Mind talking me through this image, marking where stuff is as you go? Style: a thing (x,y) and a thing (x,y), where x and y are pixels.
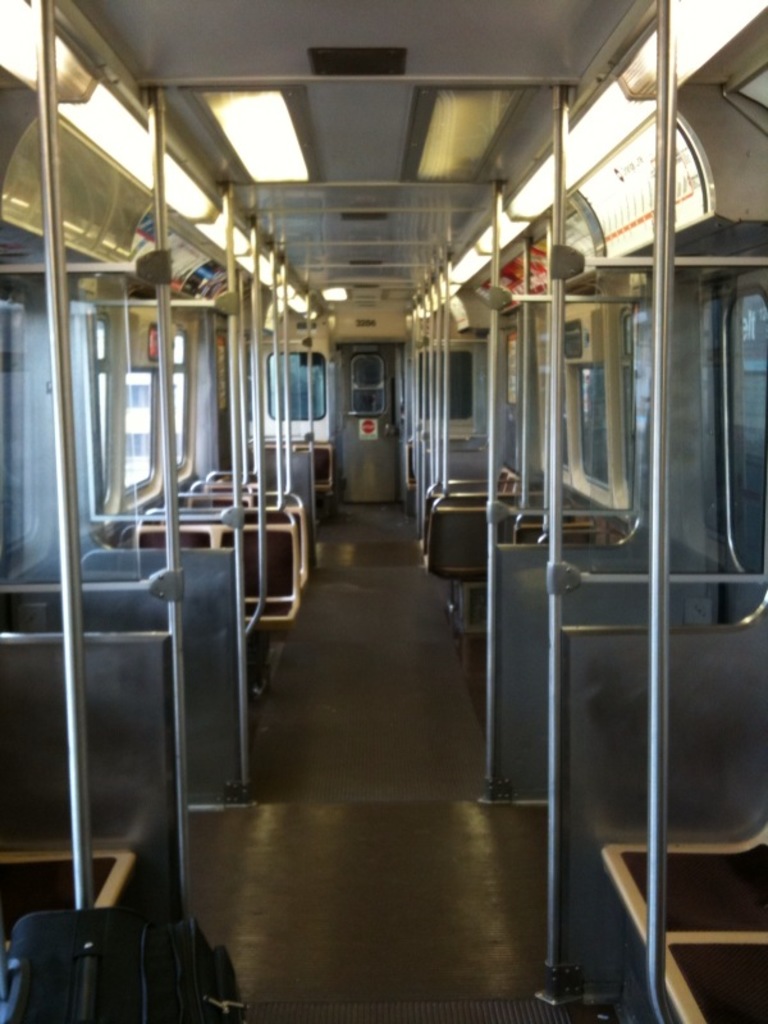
In this image we can see many seats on the left (212,528) and right side. There are many windows (588,366), and in the background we can see the door (337,349).
